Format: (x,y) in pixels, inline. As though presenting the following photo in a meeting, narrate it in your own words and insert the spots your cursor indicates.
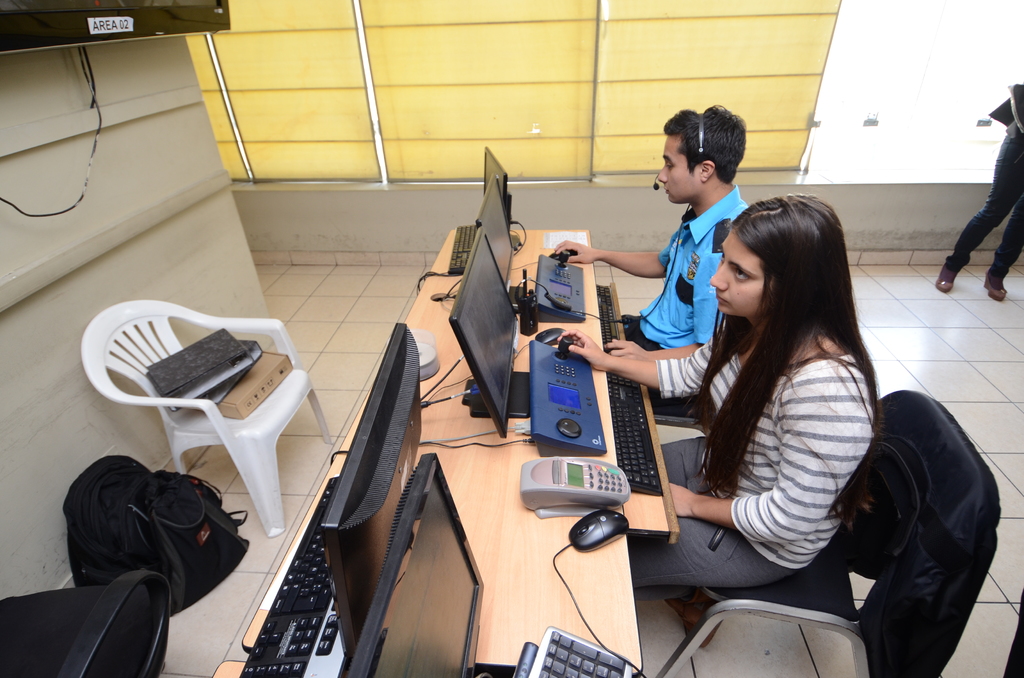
In this image I can see two people (739,385) sitting on the chairs (880,589). One person (669,196) is wearing the blue shirt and another one with grey color. In front of them there are systems (513,391) on the table (479,427) and a machine (558,501). To the left (230,370) there is a chair (177,398) and some books (180,383) on the chair (207,418). There is a bag (216,533) on the floor (249,574). and also a screen (109,37) to the wall (124,227). In the back (975,243) there is another person (964,258) standing.
